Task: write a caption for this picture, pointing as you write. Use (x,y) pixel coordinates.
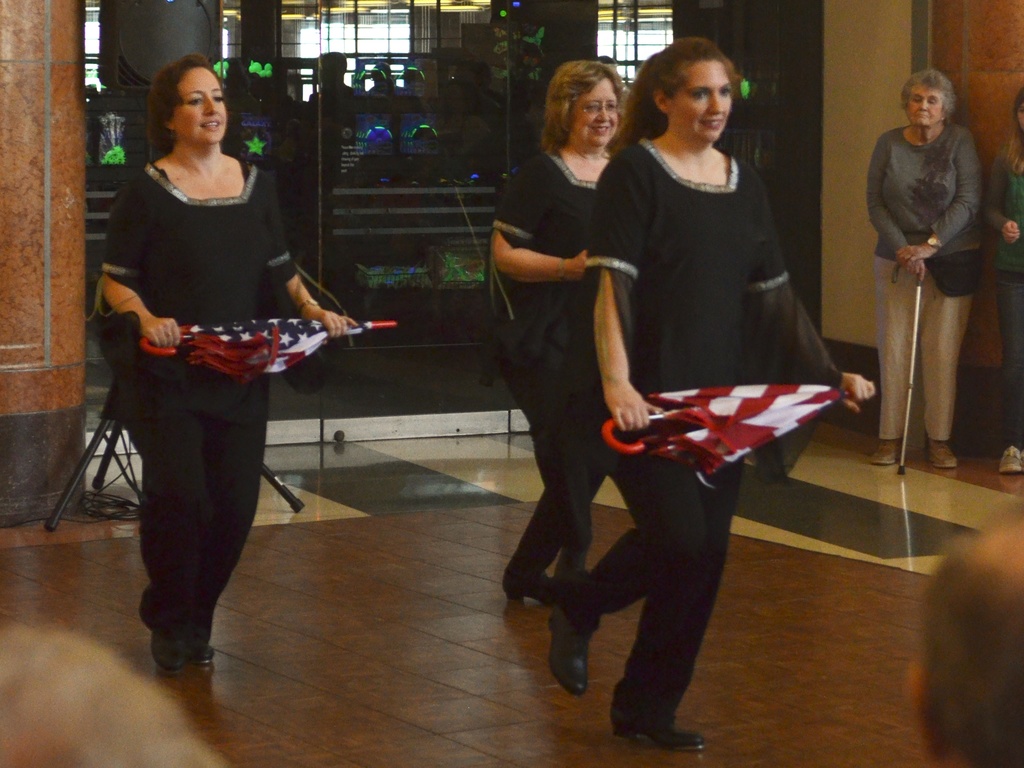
In the image there are three women (226,572) in black uniform (527,393) holding umbrella (789,397) and dancing on the floor (398,584) and in the back (1012,152) there are two women (1004,281) standing in front of the wall (828,255) and behind them there is glass wall (331,107).
